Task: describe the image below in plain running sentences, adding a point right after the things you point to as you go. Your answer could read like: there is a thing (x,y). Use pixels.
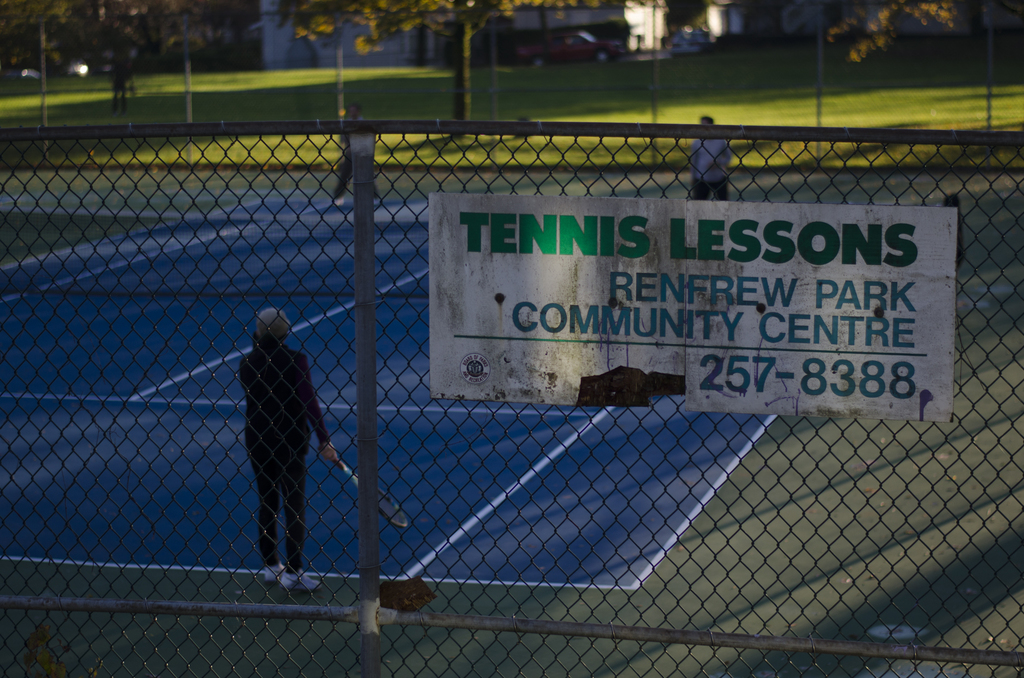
In this image we can see a group of people (256,440) standing on the ground (226,441). One person (327,440) is holding a tennis racket (349,469) in his hand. In the foreground of the image (875,431) we can see a board (893,377) with some text (741,301) placed on a fence (372,628). In the background (574,47), we can see vehicles (585,37) parked on the ground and grass (331,95). At the top of the image (233,19) we can see the buildings (632,26) and a group of trees (375,33).
